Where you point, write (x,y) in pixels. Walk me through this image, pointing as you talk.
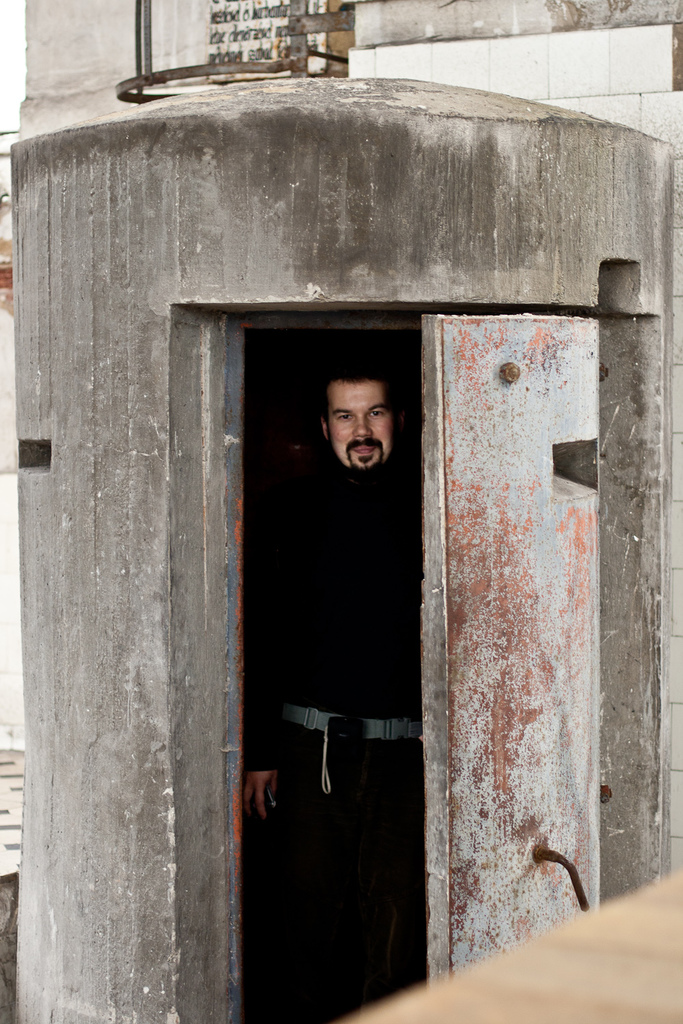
In this picture we can see a man (304,690) standing and smiling and in the background (332,11) we can see wall (517,80).
